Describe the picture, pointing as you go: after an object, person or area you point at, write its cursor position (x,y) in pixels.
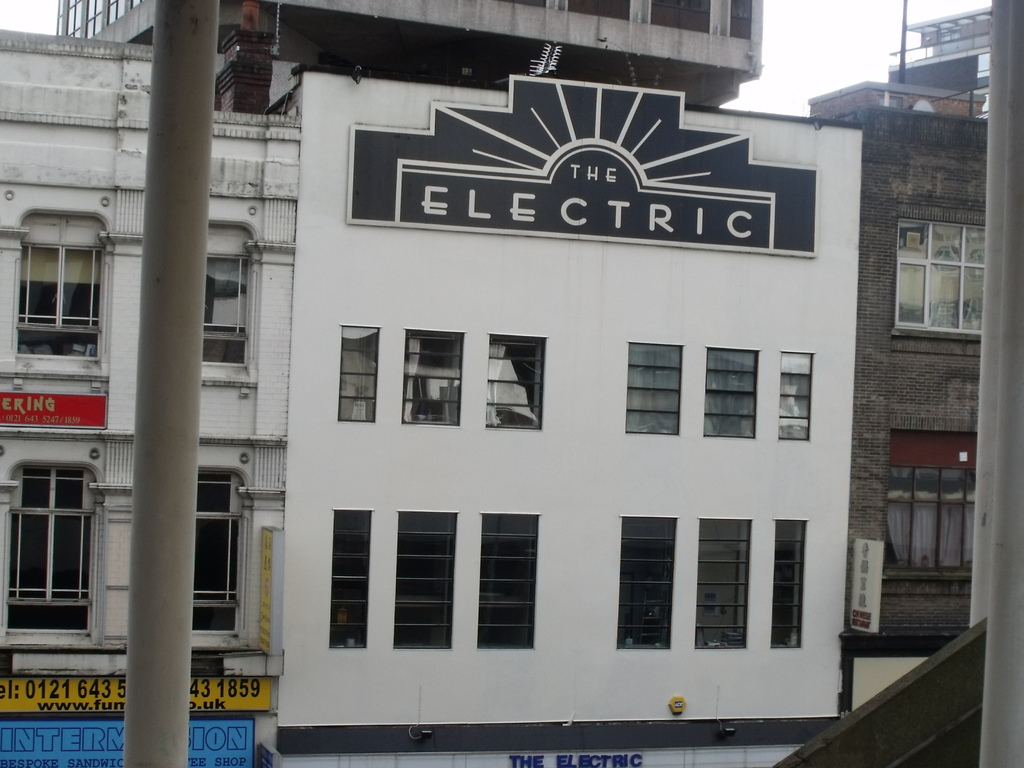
This image consists of buildings (492,571) along with windows (90,503). At the top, there is sky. On the left (159,372), we can see a pole (184,721).
